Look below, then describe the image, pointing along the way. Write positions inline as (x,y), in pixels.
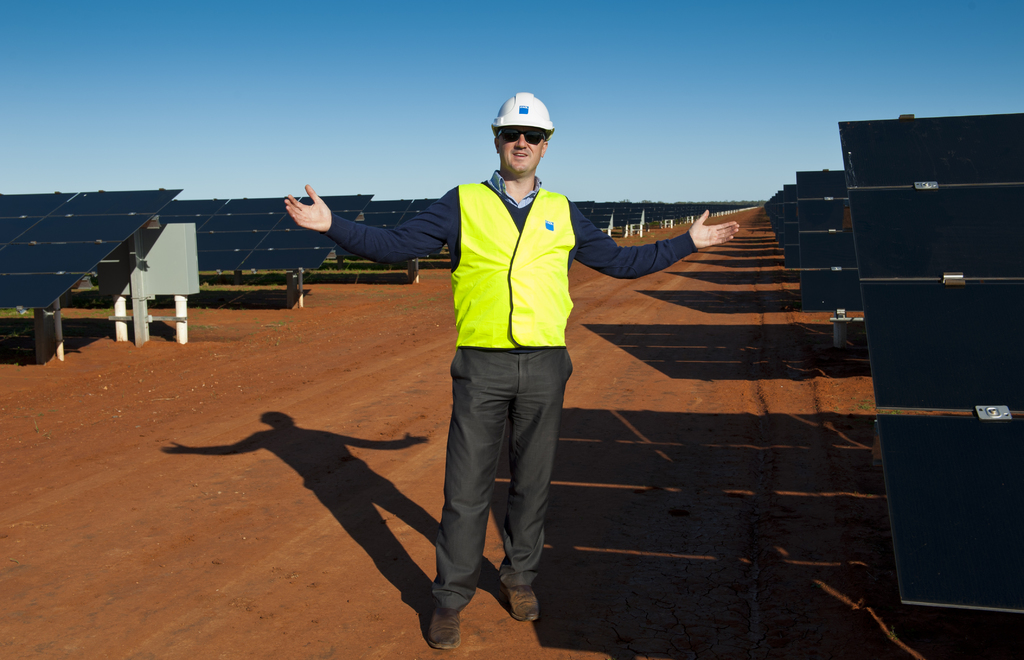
In this image, we can see a person (517,381) wearing a helmet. We can see the ground (224,404) and some solar panels (897,160). We can also see the sky (569,156).
